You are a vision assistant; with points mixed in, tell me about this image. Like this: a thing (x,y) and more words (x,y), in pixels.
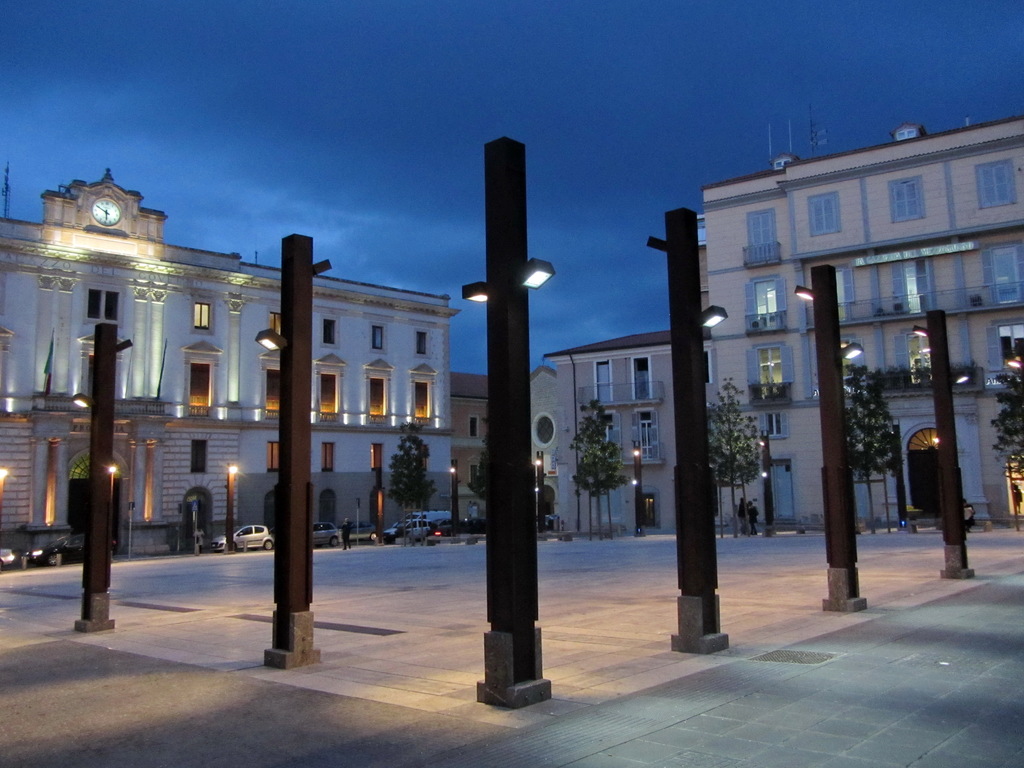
In this image, we can see pillars (506,533) and in the background (723,263), there are buildings (745,304), trees (596,443), lights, vehicles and some people (745,518).
